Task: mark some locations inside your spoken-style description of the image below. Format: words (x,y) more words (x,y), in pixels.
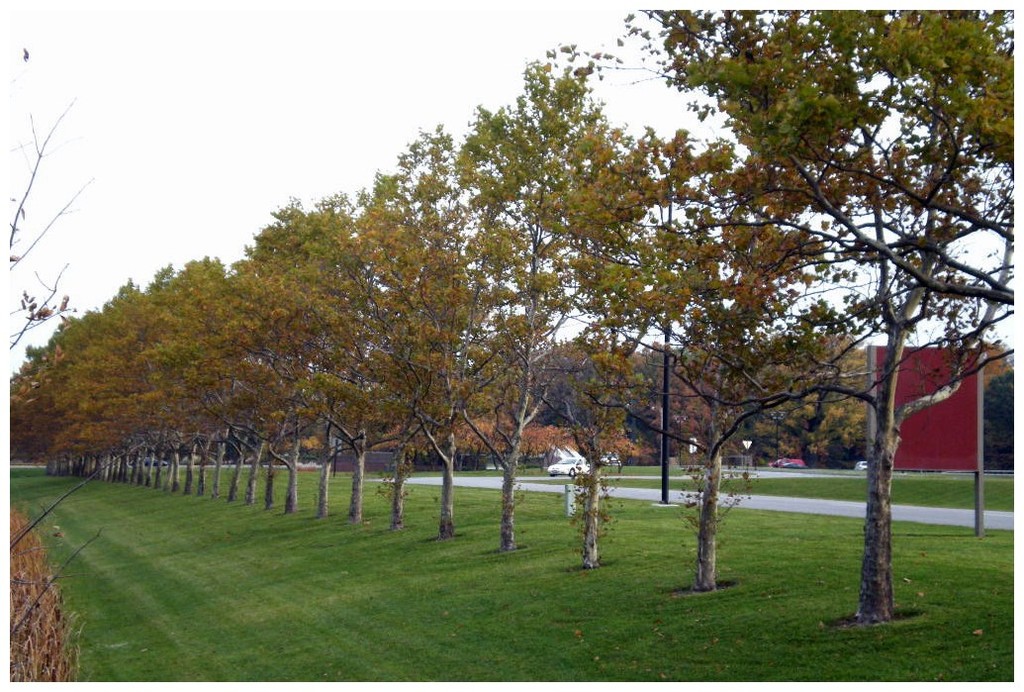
In this image I can see the many trees (600,528). To the side of the trees (715,531) I can see the pole (663,488), board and the road (786,504). On the road (617,488) I can see the vehicles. In the background (578,399) there are few more trees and the sky (96,179).
